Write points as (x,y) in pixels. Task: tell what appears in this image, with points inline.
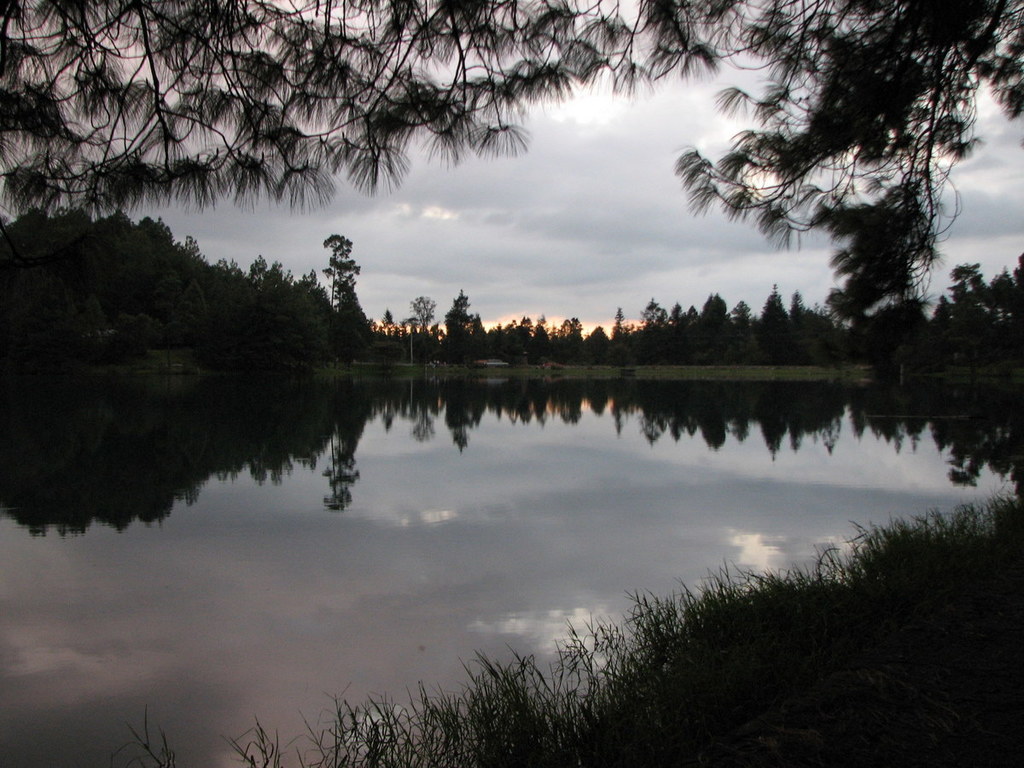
In this image there are few trees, grass (788,685), water (629,570) and some reflections (705,396) in the water (601,379), a pole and some clouds (477,287) in the sky (608,308).
